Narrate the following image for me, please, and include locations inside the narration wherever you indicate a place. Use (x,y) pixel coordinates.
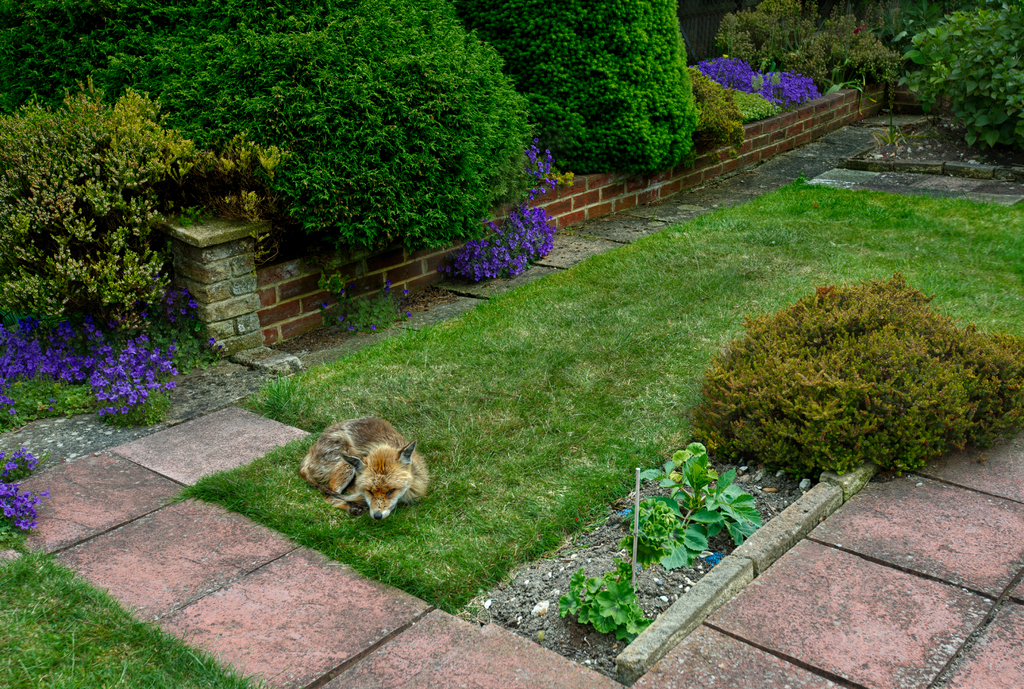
In this image we can see a fox (395,444) on the ground (354,516). We can also see some grass (631,389), a group of plants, some plants (146,418) with flowers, some stones (511,599), a wall (297,314) and a pathway (348,623).
